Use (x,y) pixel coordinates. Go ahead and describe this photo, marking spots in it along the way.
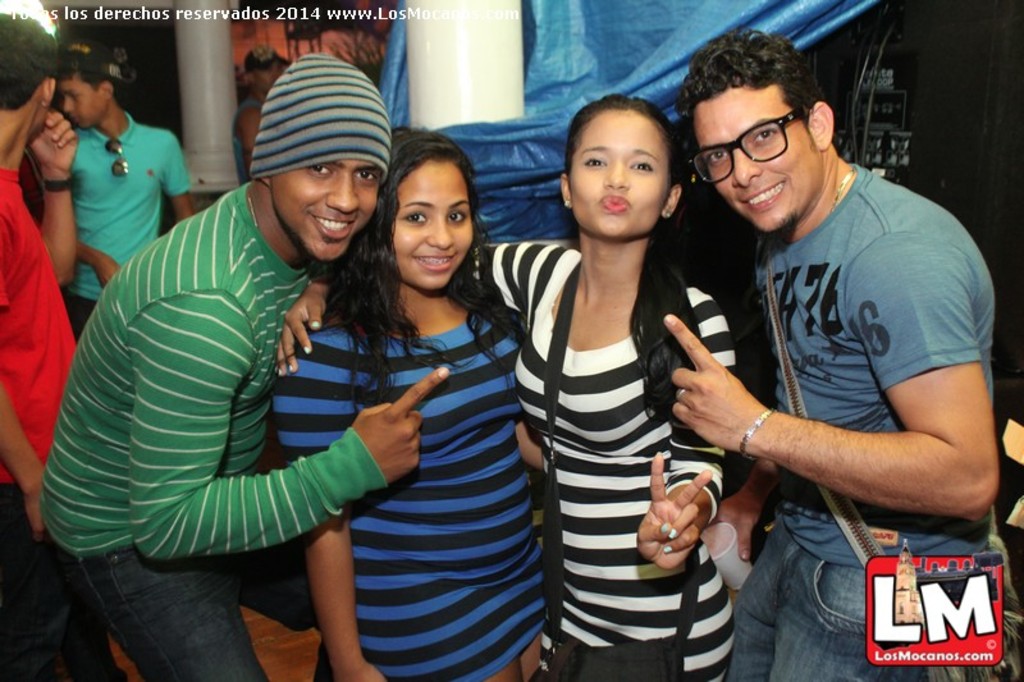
In the middle (473,238) 2 beautiful girls (386,302) are standing and posing. On the right side (826,424) a man (840,429) is standing and showing his left hand index finger (706,357). He wore spectacles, t-shirt (814,248).
